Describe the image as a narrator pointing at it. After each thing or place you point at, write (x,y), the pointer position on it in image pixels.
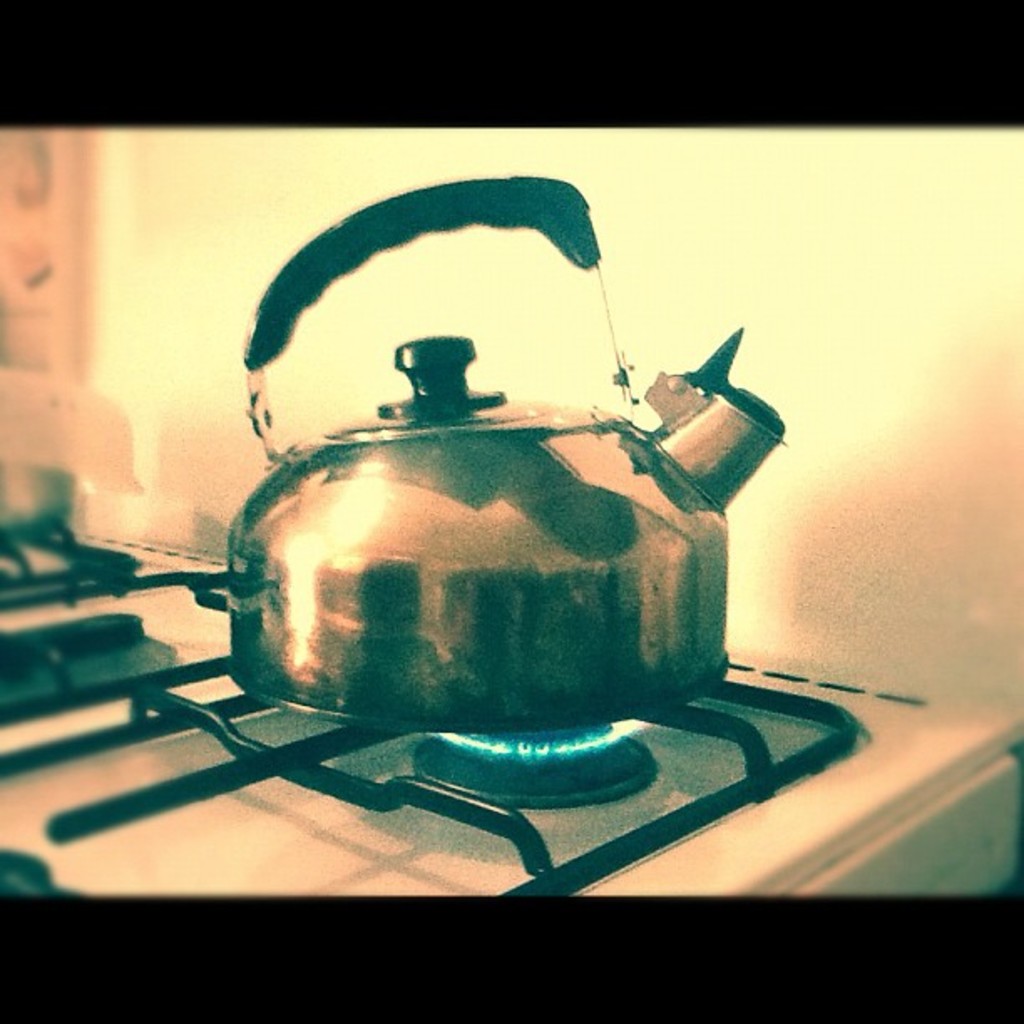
In this picture there is a stainless tea kettle (350,667) placed on the stove (624,771). Behind we can see a white wall (606,212).
